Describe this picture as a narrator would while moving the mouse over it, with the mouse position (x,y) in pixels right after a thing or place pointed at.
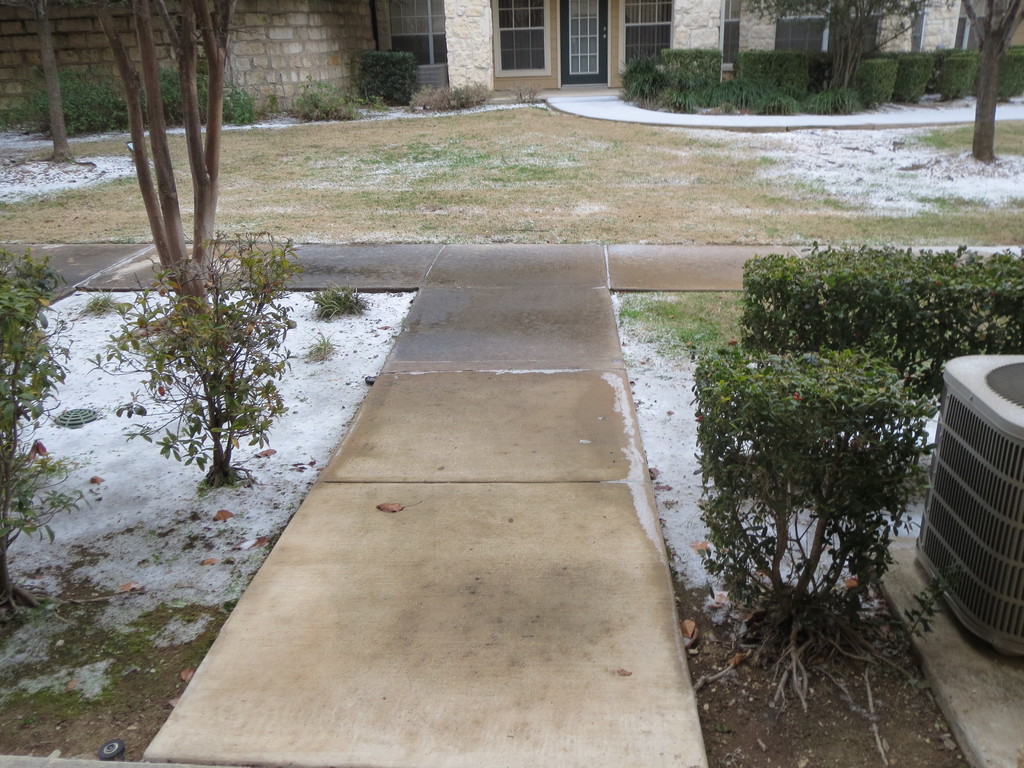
At the bottom of the image (381,568) there is a walk way (449,331). On the sides of the walkway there are plants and bushes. In the background (202,72) there are plants (689,85), bushes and tree trunks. And also there are walls (938,39), pillars (933,21), glass windows (429,29) and glass doors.
